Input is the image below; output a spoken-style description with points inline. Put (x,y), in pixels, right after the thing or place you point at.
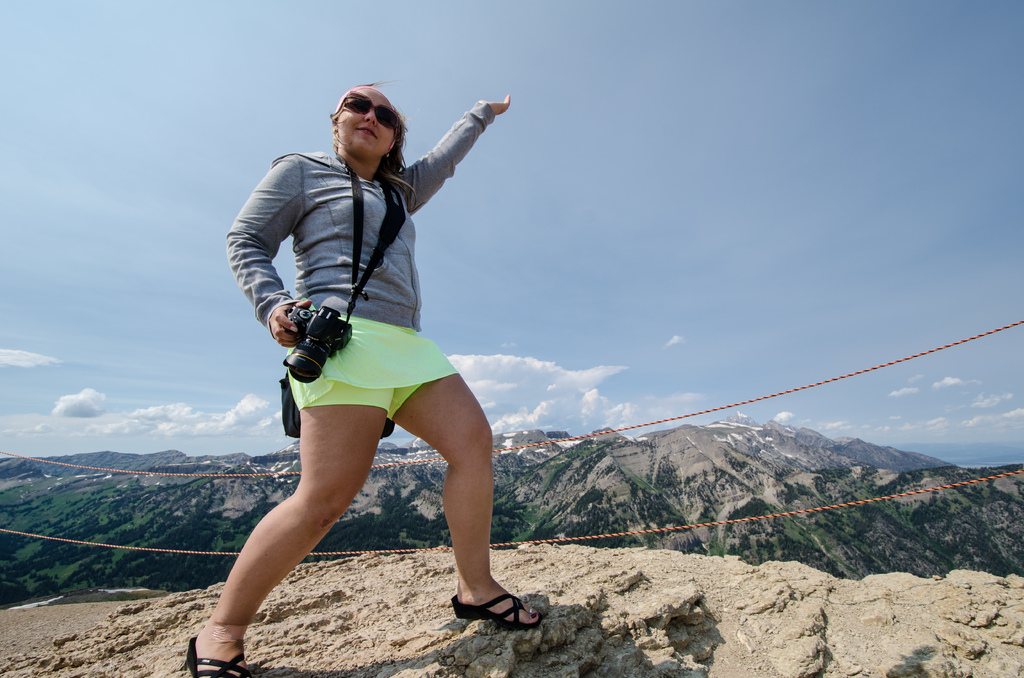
There is a woman (340,416) in this picture standing on the hill (769,618), holding a camera (322,353), wearing a spectacles (380,109). In the background (717,413), there are some ropes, hills (632,449) and a sky (587,327) with some clouds (540,376).
